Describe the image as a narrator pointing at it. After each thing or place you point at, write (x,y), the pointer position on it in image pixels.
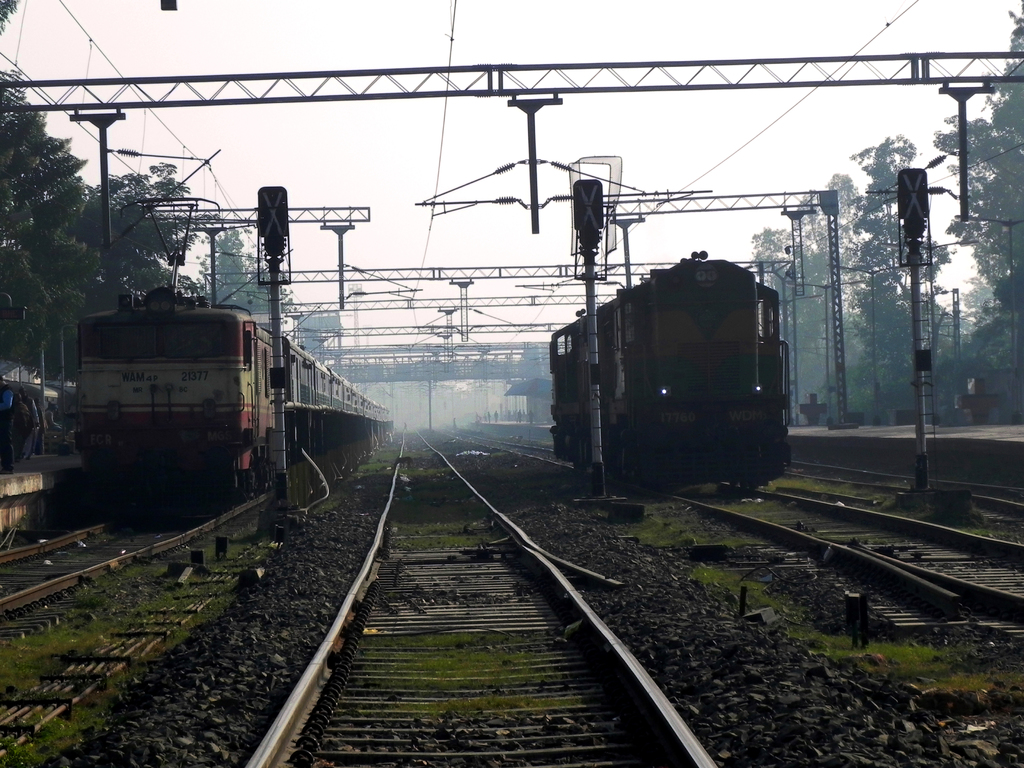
In the center of the image (648,381) there are two trains (376,425) on the railway track (472,612). There are traffic signals (274,310). On both right and left side of the image (7,485) there are platforms (66,512). There are trees (75,305). There are rods (397,302). In the background of the image (522,28) there is sky (548,12).
